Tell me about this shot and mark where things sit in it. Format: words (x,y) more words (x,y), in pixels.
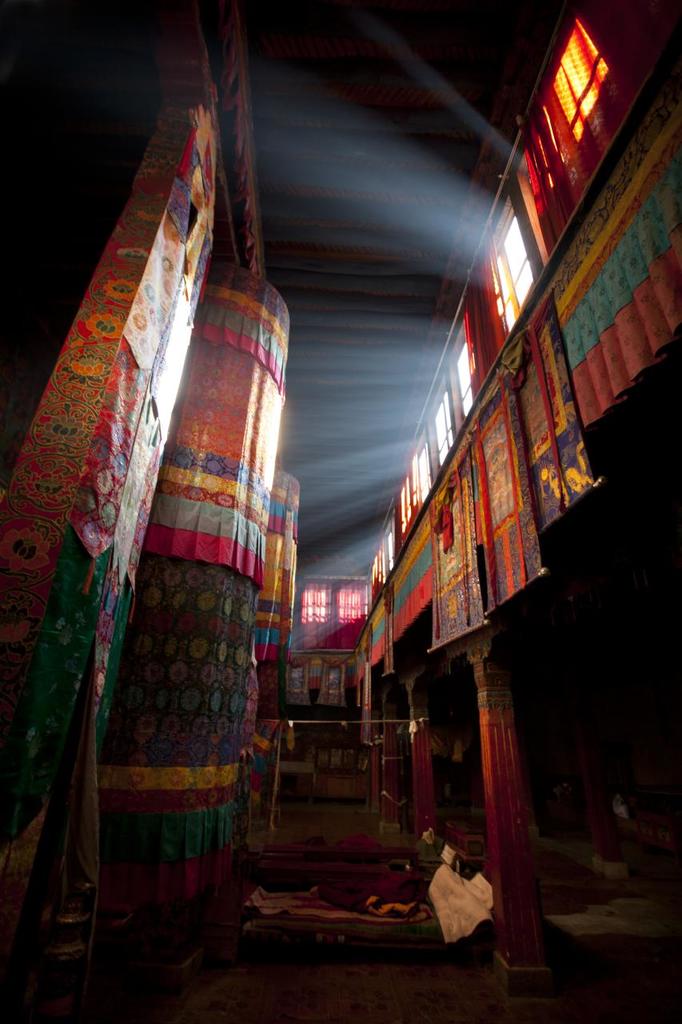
In the picture we can see inside the hall (439,975) with a colorful walls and pillars (209,409) and some designs (205,570) to it and on the floor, we can see some beds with some clothes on it and on the top of the wall (497,330) we can see the windows (578,119) and curtains (578,119) to it.
